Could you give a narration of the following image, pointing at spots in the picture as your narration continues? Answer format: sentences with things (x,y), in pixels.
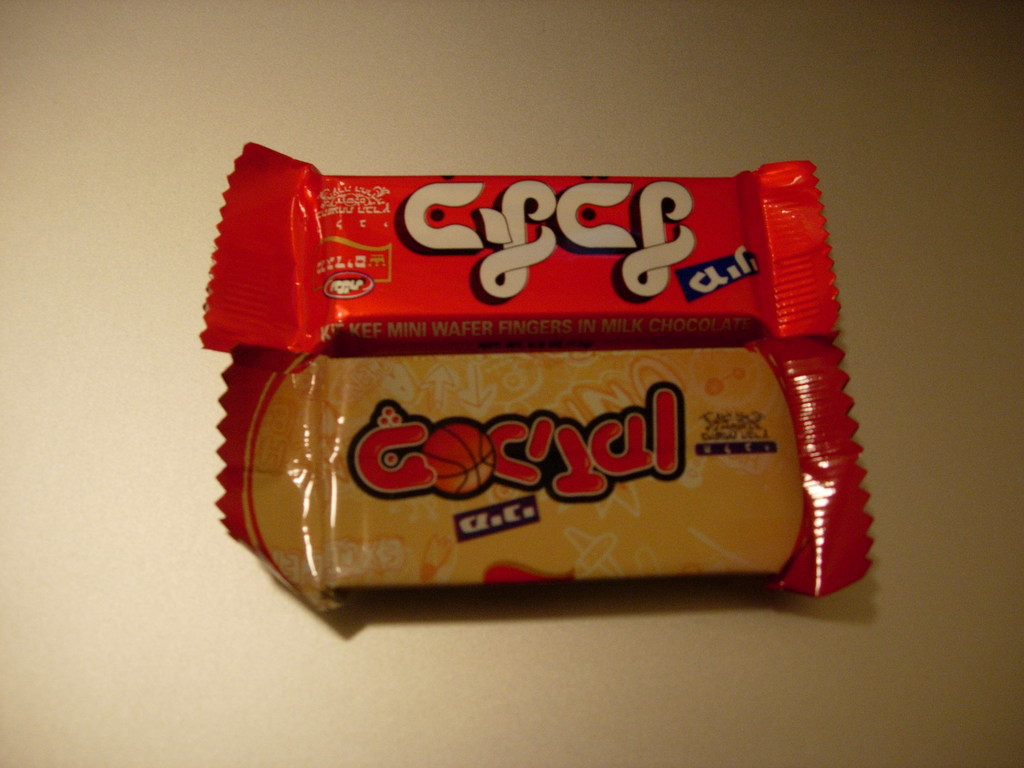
In this image I can see the chocolates (605,379) on the cream background (192,353).
